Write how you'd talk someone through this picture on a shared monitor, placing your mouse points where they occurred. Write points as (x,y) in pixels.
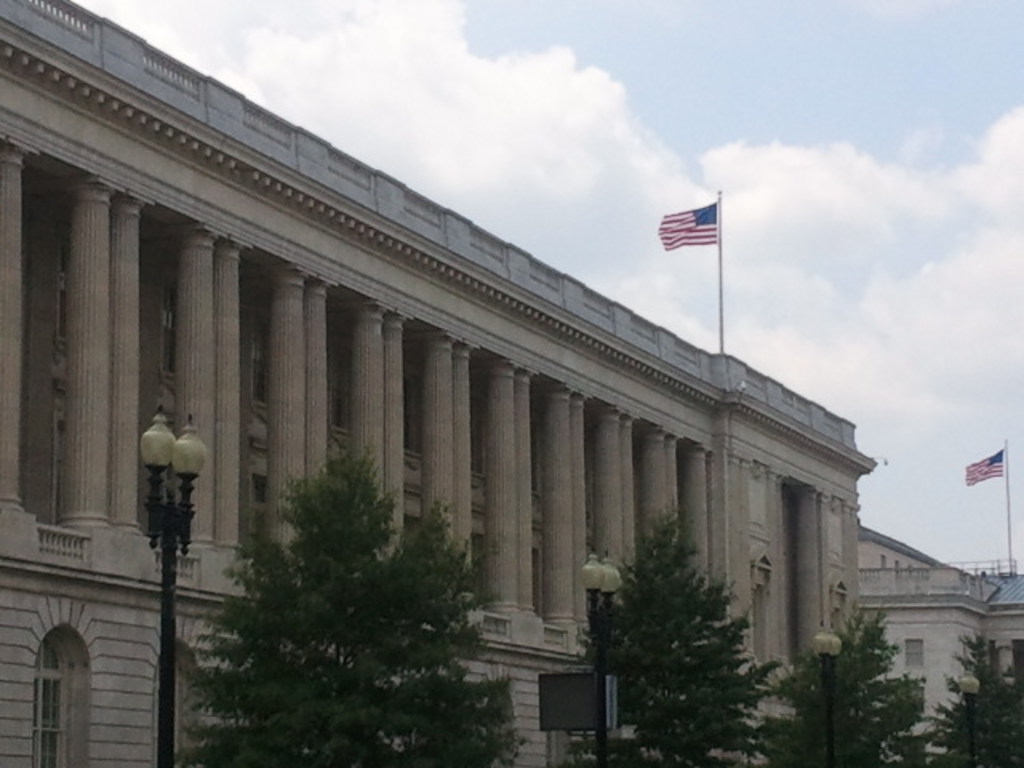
In the image I can see a building (164,341) to which there are some flags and also I can see some poles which has some lamps (174,446) and some trees (701,735).
